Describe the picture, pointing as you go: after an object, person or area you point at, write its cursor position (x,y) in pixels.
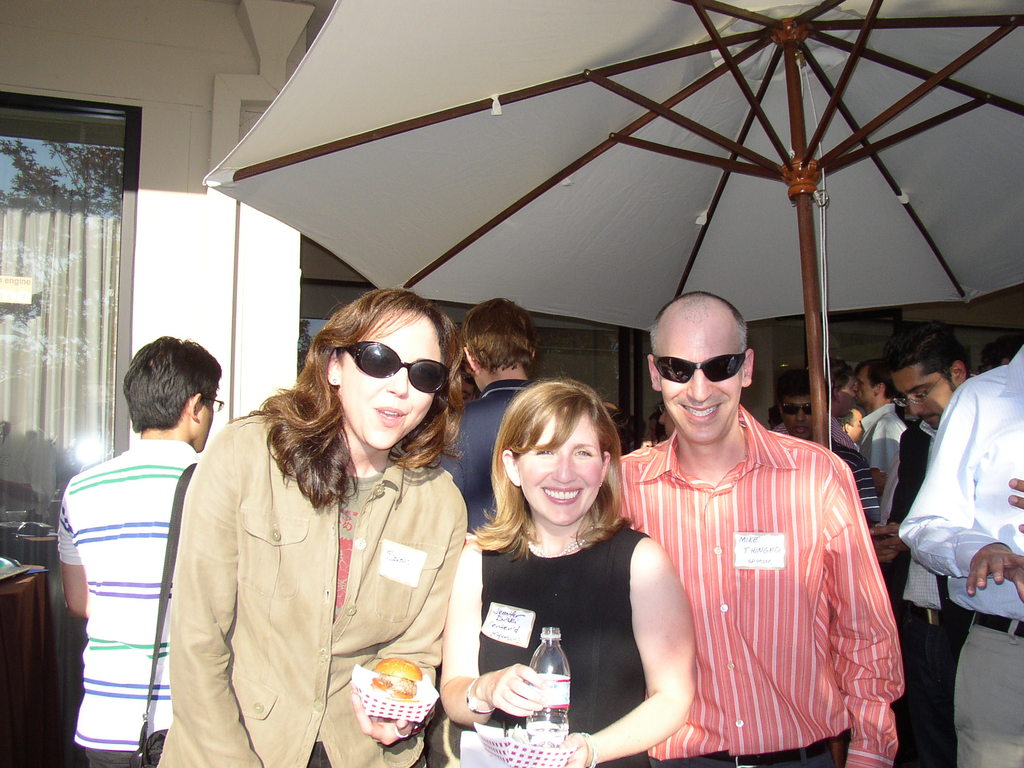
In this image I can see few people (578,683) standing and holding a bottle (536,742) and something. They are wearing different color dresses (487,579). Back I can see a building (197,284), glass window (57,330), curtain (54,290) and umbrella (574,85).
